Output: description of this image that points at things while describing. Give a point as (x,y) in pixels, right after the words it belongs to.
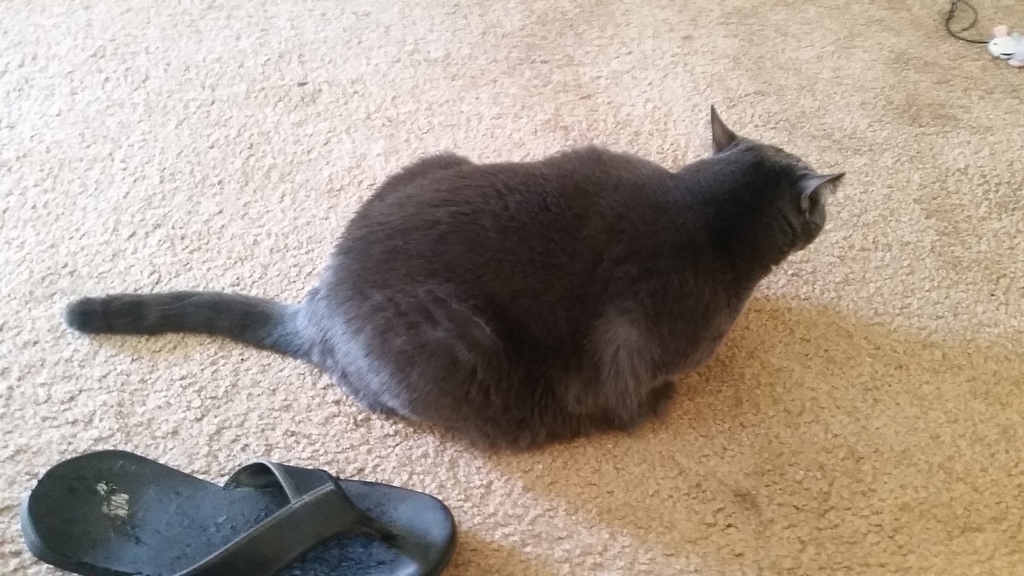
In this picture there is a grey cat (671,267) which is sitting near to the black slipper (141,488). In the top right corner (974,20) I can see the thread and plastic object (996,57).
